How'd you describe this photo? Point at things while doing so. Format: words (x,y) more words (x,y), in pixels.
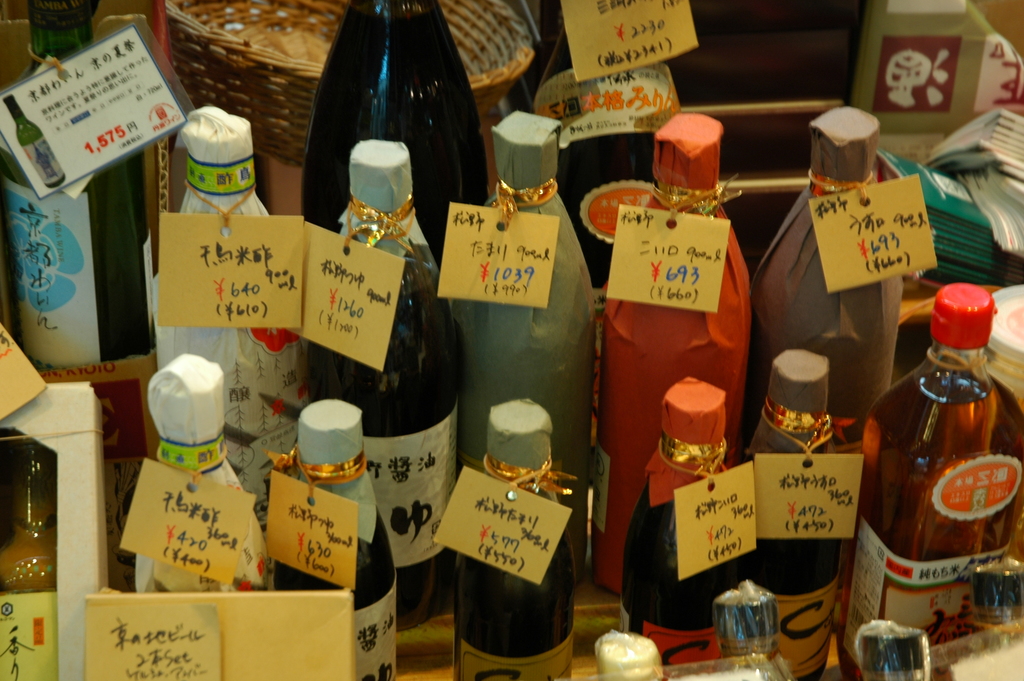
There are many bottles (590,367) which has a tag (318,258) attached to it and the tag (707,249) contains the price (899,242) of the bottle (362,542).
